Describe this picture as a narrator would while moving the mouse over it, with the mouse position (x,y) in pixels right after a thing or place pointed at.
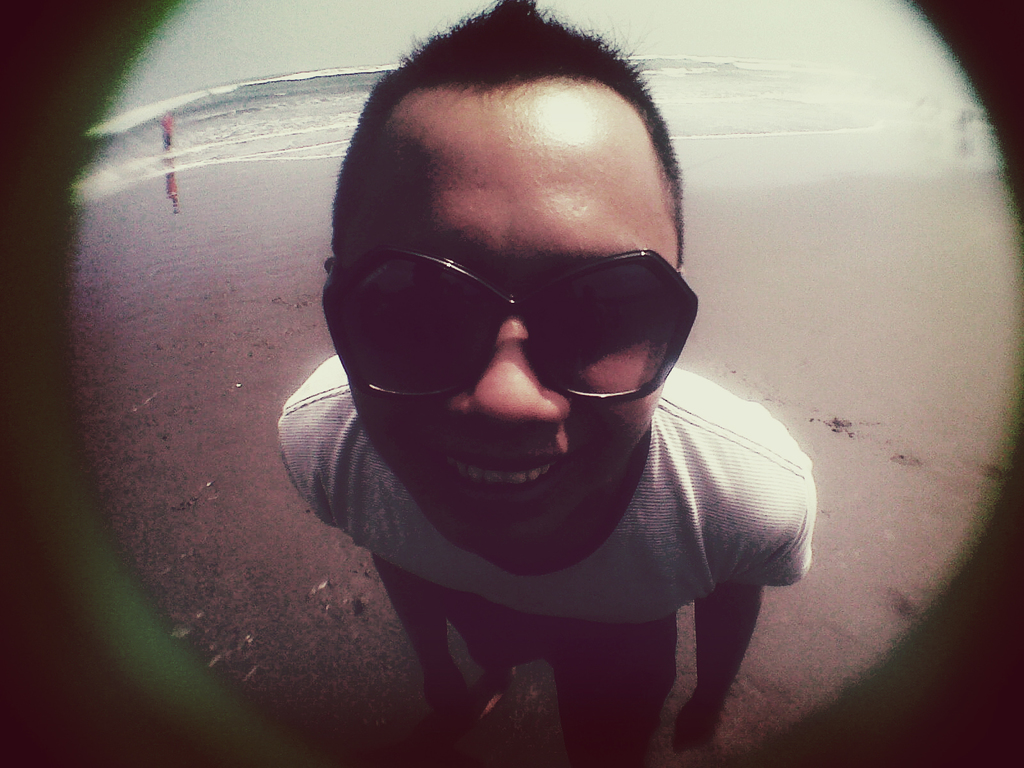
In the picture we can see a man (536,547) standing on the sand surface (187,459) and looking into some hole (84,601) and he is in white T-shirt (394,501) and far away from him we can see the water surface (137,155) and a person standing near it and in the background (196,45) we can see the sky (265,7).
